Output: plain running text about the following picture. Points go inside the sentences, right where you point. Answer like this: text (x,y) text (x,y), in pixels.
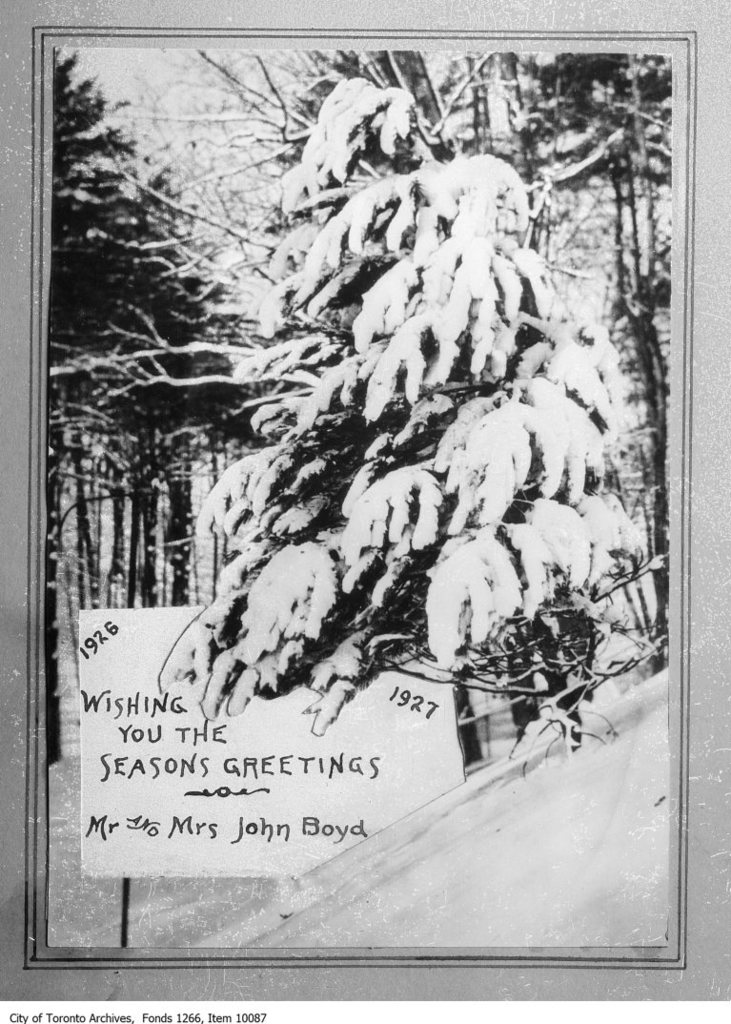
In the picture I can see trees (345,438). I can also see something written on a board (138,743) and on the image. This picture is black and white in color.
